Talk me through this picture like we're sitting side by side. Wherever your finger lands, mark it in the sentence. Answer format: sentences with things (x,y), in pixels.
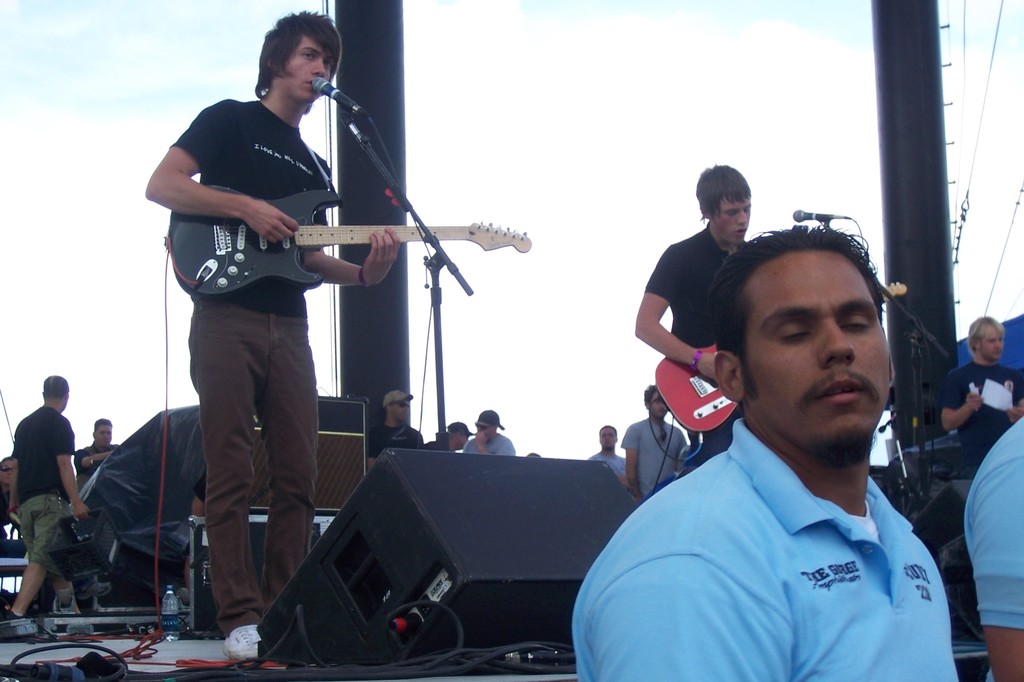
This image looks like it is clicked in a concert. There are many people (62,470) in this image. To the left (278,56), there is a man (294,188) standing, wearing black t-shirt (220,154) and singing in the mic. He is also playing a guitar (256,226). In the front (771,571), there is a man (762,560) wearing blue t-shirt (698,548). There is a speaker (531,551) behind him. To the right (931,197), there is a pole (950,297) and wires (962,205) are attached to it.
